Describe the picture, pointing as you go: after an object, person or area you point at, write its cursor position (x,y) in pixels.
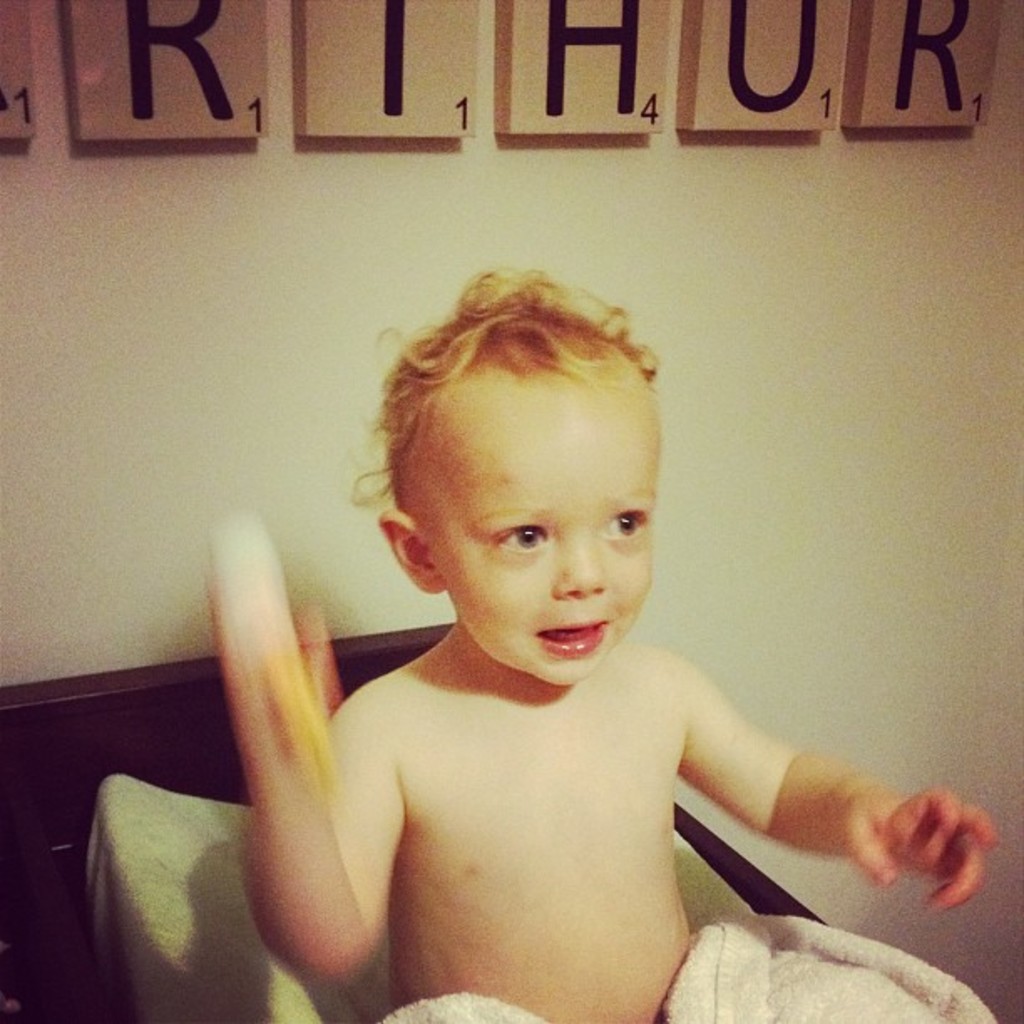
In this picture I can see a kid (734,747) sitting on the bed (96,978), there is a cloth (683,1011), and in the background (452,63) there are boards (895,8) on the wall (131,291).
